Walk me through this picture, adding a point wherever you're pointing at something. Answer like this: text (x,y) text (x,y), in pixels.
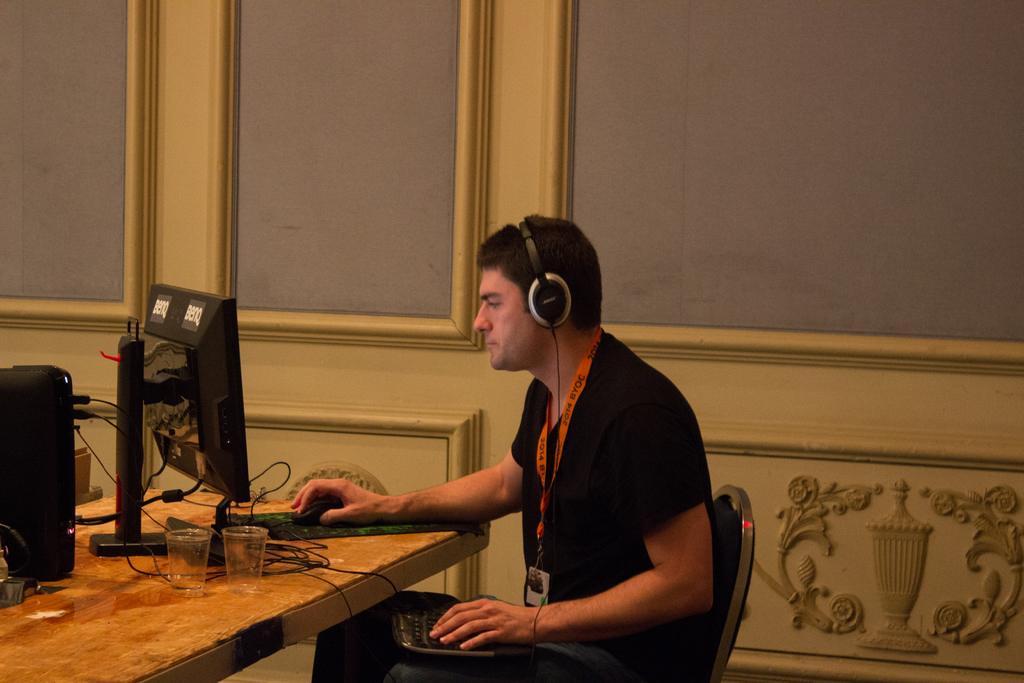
In this picture we can see man (643,487) sitting on chair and typing on keyboard (441,596) with one hand (454,619) and other hand (344,521) on mouse (336,504) looking at monitor (133,496) and here on table (394,553) we can see glasses (177,559), CPU (33,418), wires (297,568) and in background (188,220) we can see wall (368,132).
